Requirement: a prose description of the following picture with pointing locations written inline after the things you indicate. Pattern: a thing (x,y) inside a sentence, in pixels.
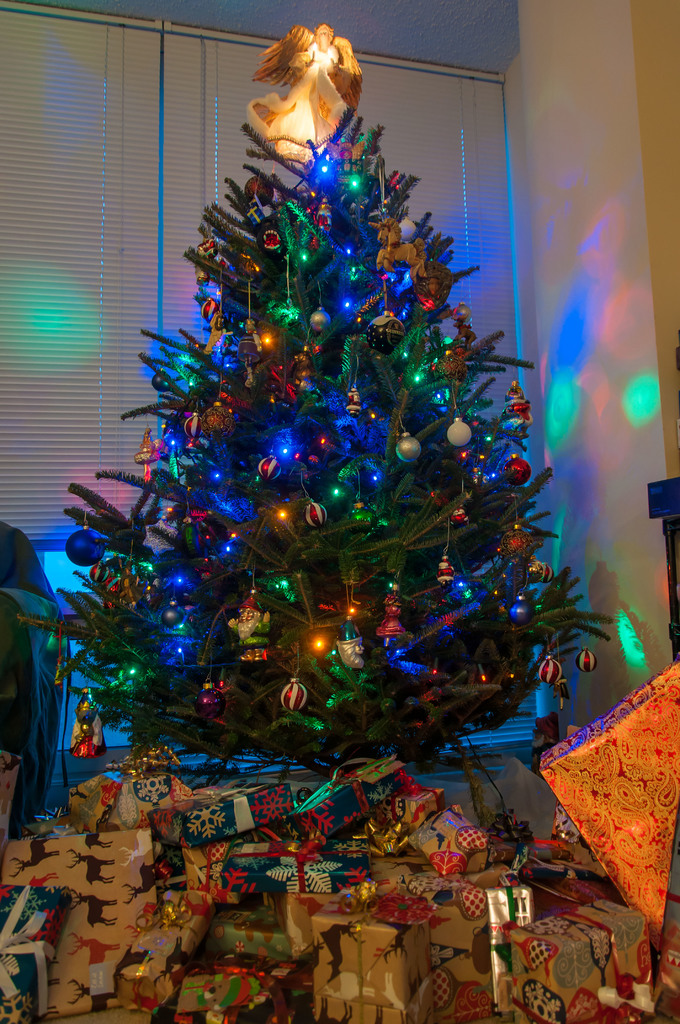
In this image there is a Christmas tree (362,564). Above the tree (344,245) there is a fairy doll (312,76). On the tree (269,594) there are many decorative things (161,529). Below the tree (166,583) there are many gift boxes (187,886). There are fairy lights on the tree (230,374). To the right (619,234) there is a wall (610,328). Behind the tree (167,489) there are window blinds (116,233).
